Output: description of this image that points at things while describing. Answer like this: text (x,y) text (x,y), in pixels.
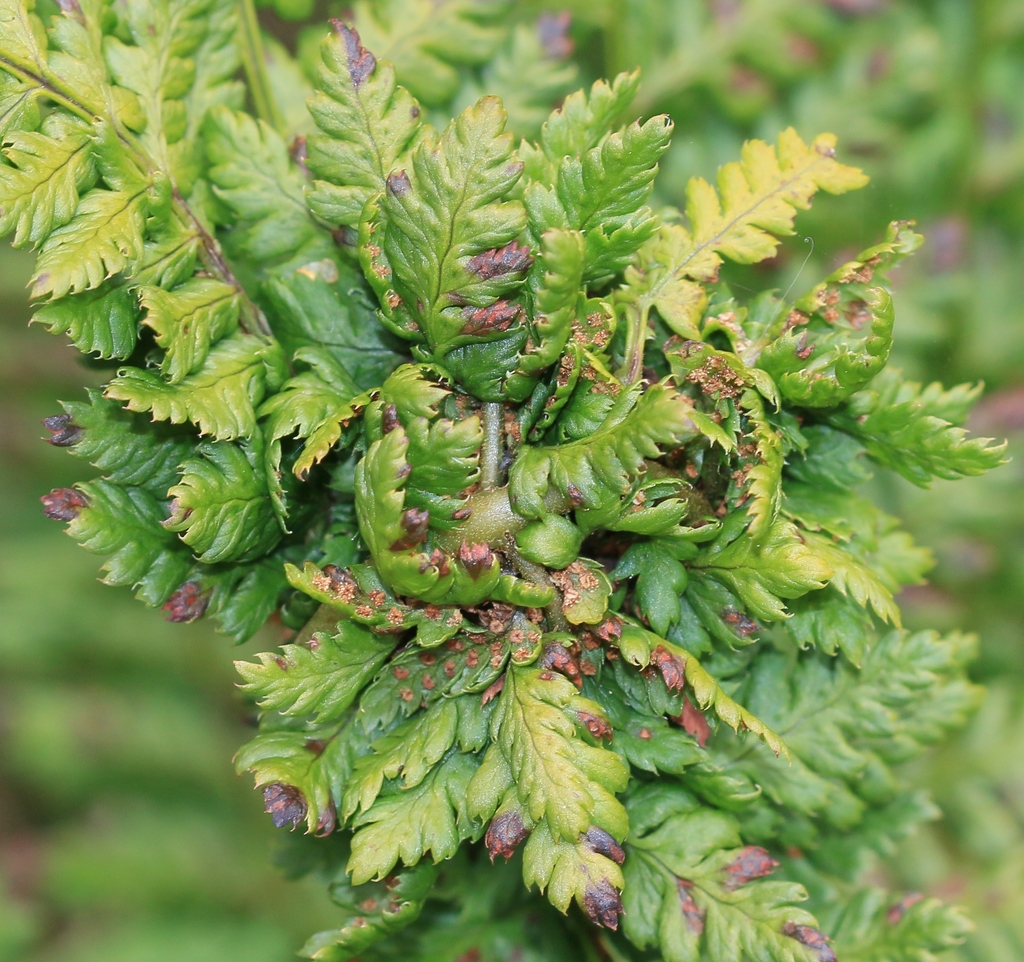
In this picture I can see number of leaves (389,295) in front (126,453) and I see that it is green color in the background (958,800) and I see that it is blurry.
